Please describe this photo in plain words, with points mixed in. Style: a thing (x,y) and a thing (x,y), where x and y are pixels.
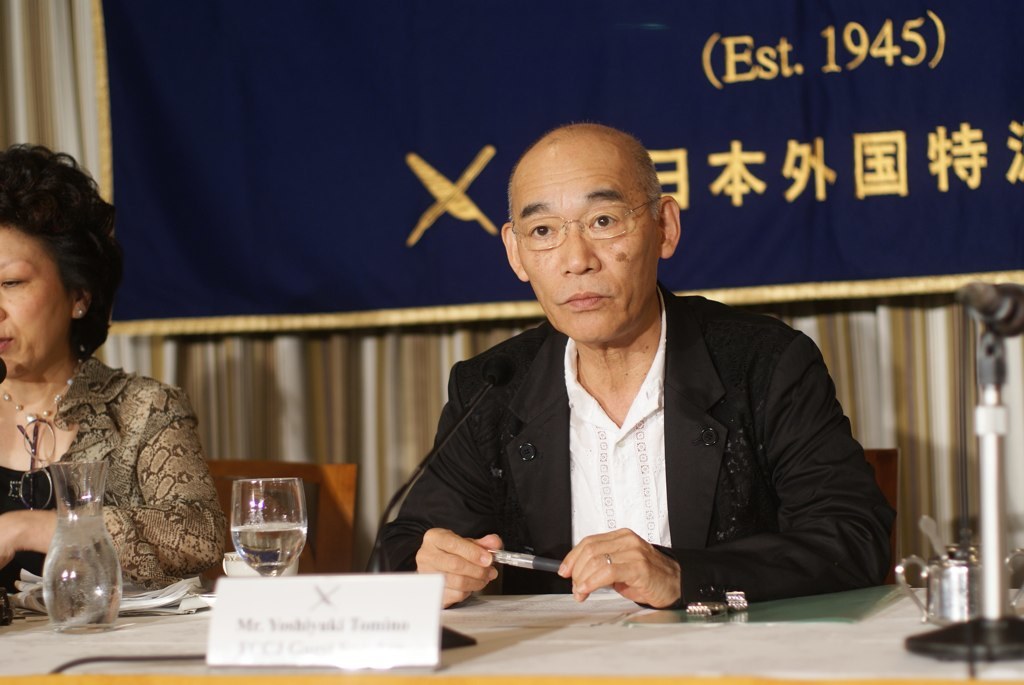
In this picture I can see there is a man (498,546) and a woman (201,476) sitting on the chairs (221,477) and they have a table (598,598) in front of them, there is a water glass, papers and there is a banner (303,202) and a curtain (276,363) in the backdrop (276,363).
